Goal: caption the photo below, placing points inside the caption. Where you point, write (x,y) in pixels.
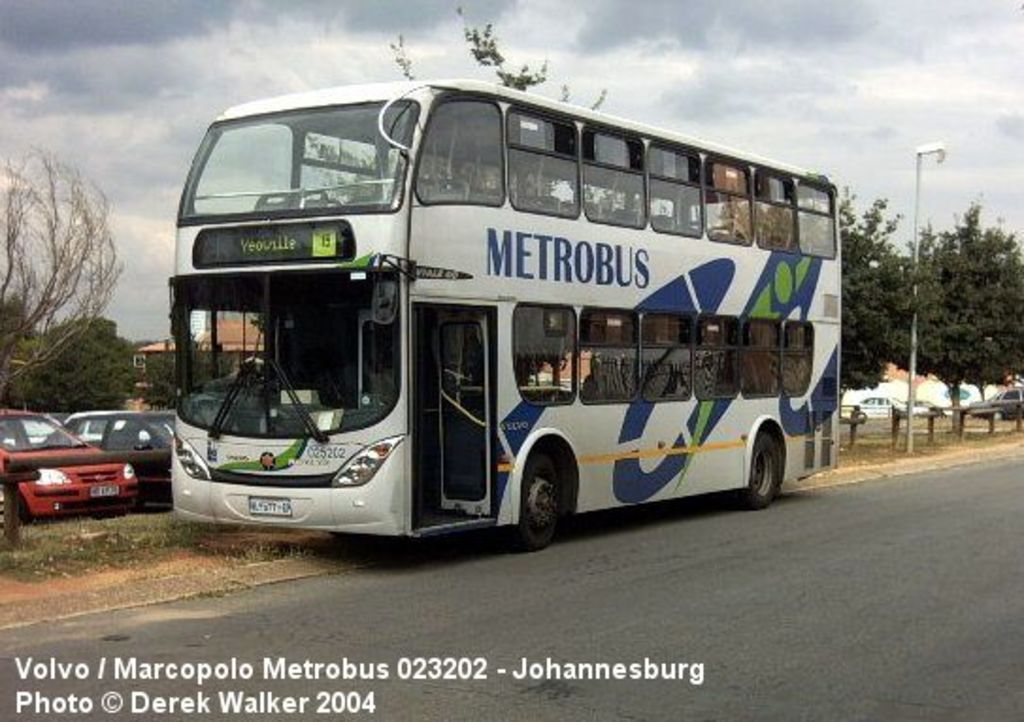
There is a road (620,557). Near to the road (679,592) there is a double decker bus (336,206). On the bus (557,252) something is written. Also there is a name board (228,254). Near to the bus (602,259) there are vehicles (67,448), trees (935,272) and a pole (909,415). In the background (265,73) there is sky (240,56) with clouds (571,18). In the left bottom corner (206,672) there is a watermark (215,666).
